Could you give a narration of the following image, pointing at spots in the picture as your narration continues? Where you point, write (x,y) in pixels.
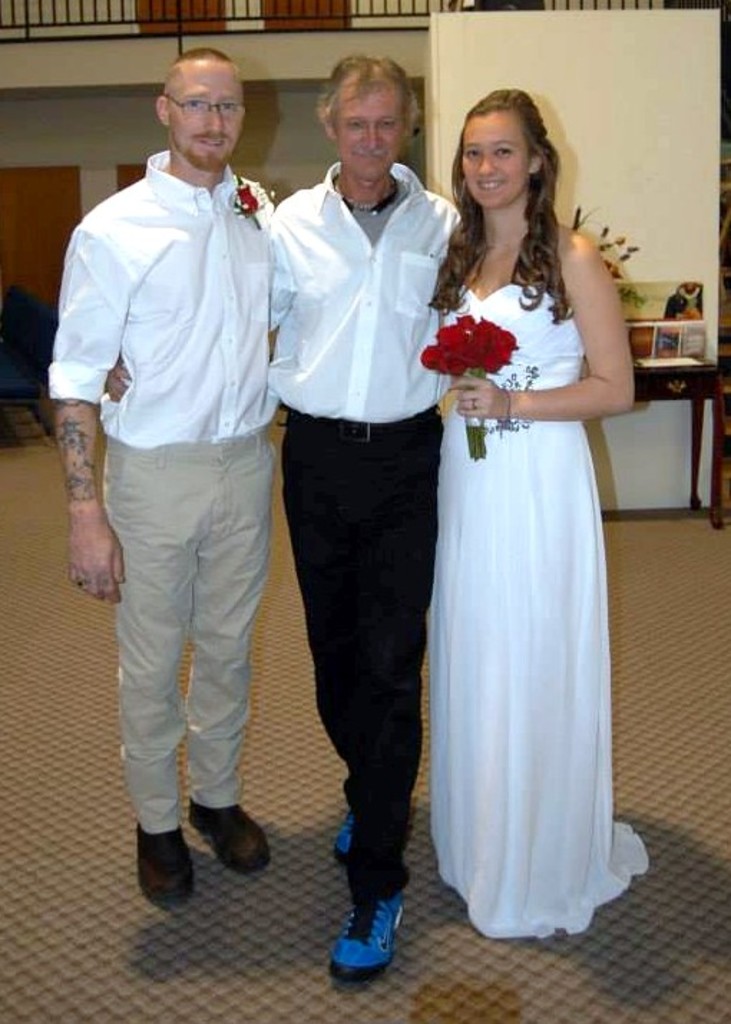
There are three persons (409,747) standing on the floor (436,920) and she is holding a flower bouquet (471,326) with her hand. In the background (367,29) we can see a wall (72,52), table (694,480), and frames (657,347).
